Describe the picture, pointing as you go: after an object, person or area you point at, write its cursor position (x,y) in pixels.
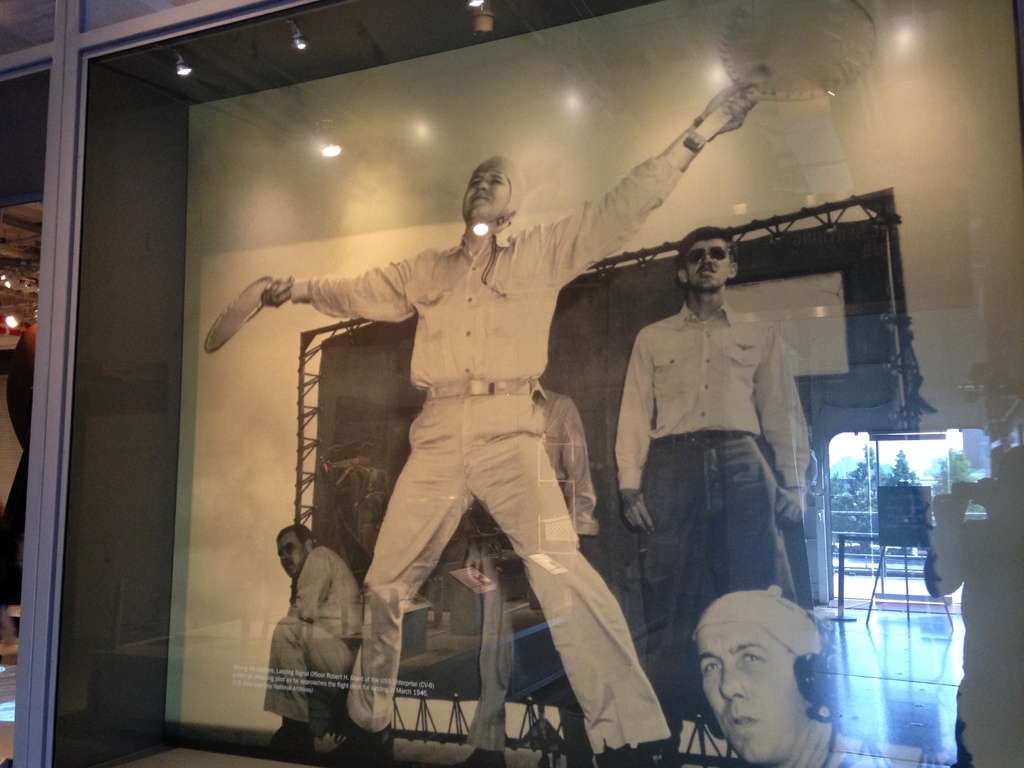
In the picture we can see a poster (1001,586) on it, we can see an image of a man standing and raising his hands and beside him we can see another man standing and around the poster (685,743) we can see a black color frame (117,314) with lights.
